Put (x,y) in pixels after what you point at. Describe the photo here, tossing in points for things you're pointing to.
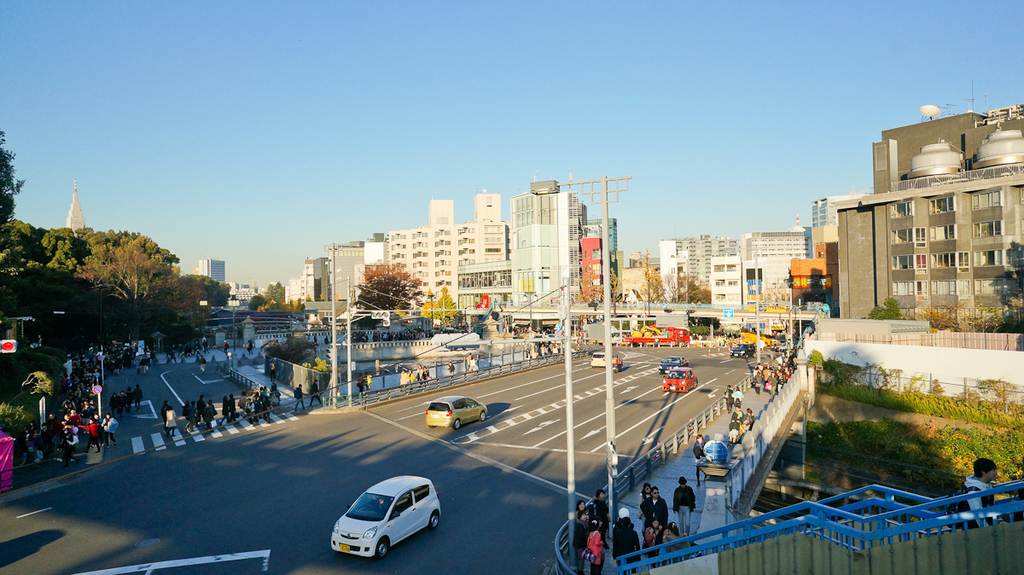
In the center of the image (566,341) we can see some persons (359,378), vehicles (455,348), poles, bridge (739,444), trees (408,298), buildings (711,256), towers (954,169), satellite dish (929,114), boards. On the right side of the image (1019,456) we can see some plants (950,429), stairs (813,553). At the bottom of the image (491,520) we can see the road (469,516). At the top of the image (485,102) we can see the sky (485,104).
